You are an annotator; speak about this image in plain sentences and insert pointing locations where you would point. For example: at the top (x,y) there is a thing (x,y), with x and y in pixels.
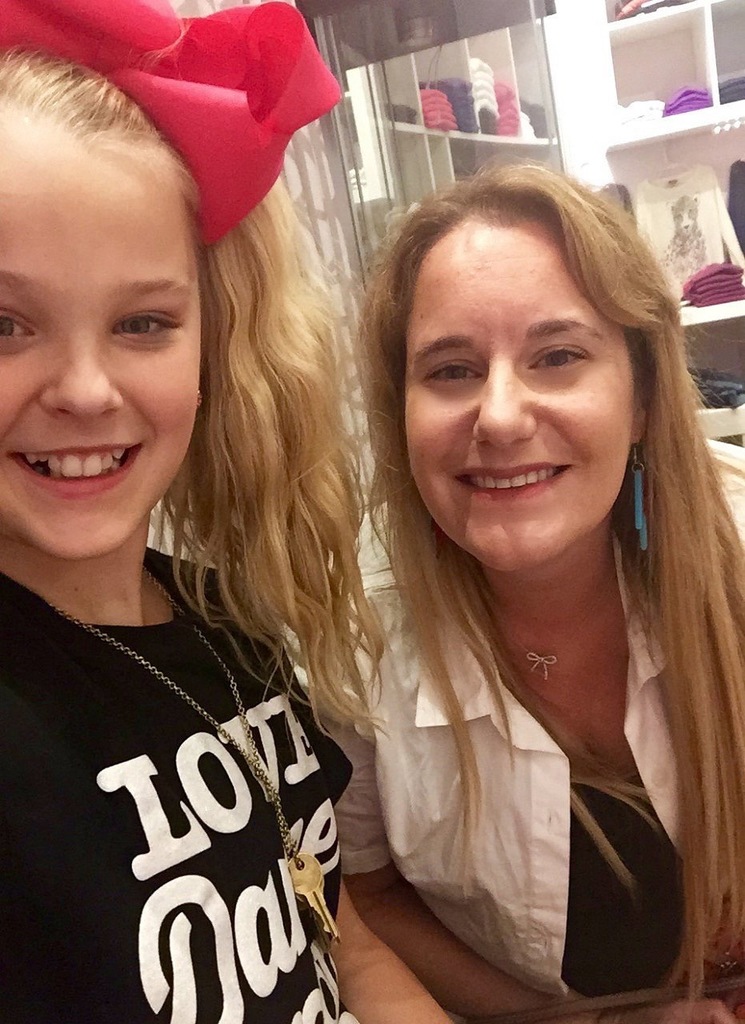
In this image we can see two persons (266,372), One girl (120,673) is wearing black dress (125,681). One woman (562,546) is wearing a white shirt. In the background (703,301), we can see group of clothes (429,121) placed in racks (453,69).
